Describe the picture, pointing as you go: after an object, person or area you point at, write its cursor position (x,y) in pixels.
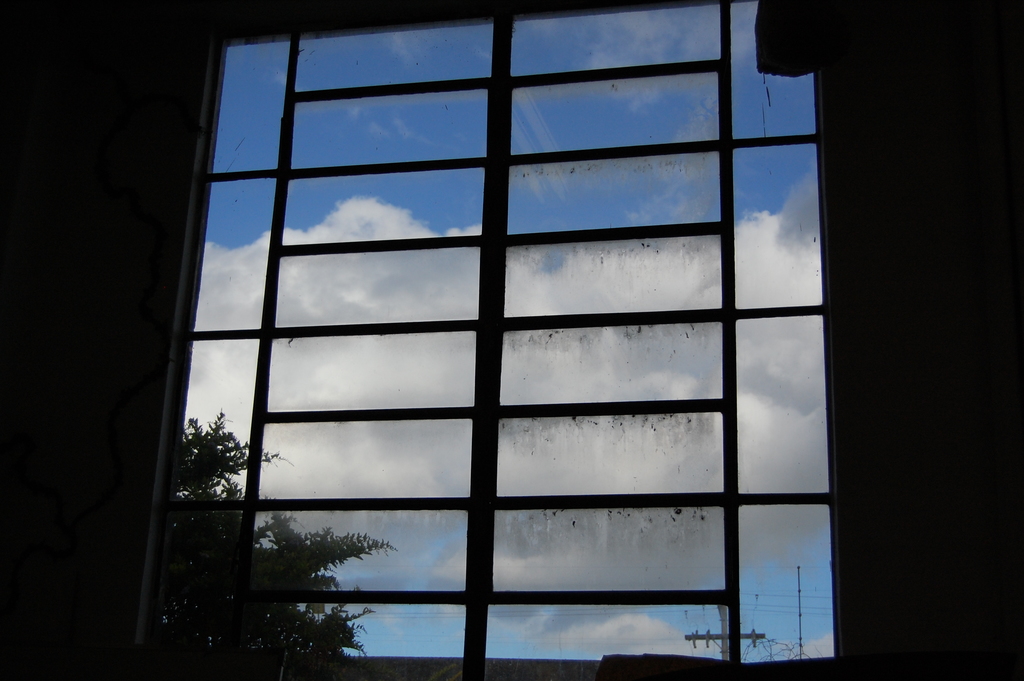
Here I can see a window (432,513) through which we can see outside view (455,443). In the outside there are some trees (219,569) and the poles (716,634). At the top (311,151) I can see the sky (253,118) and clouds (230,299).
